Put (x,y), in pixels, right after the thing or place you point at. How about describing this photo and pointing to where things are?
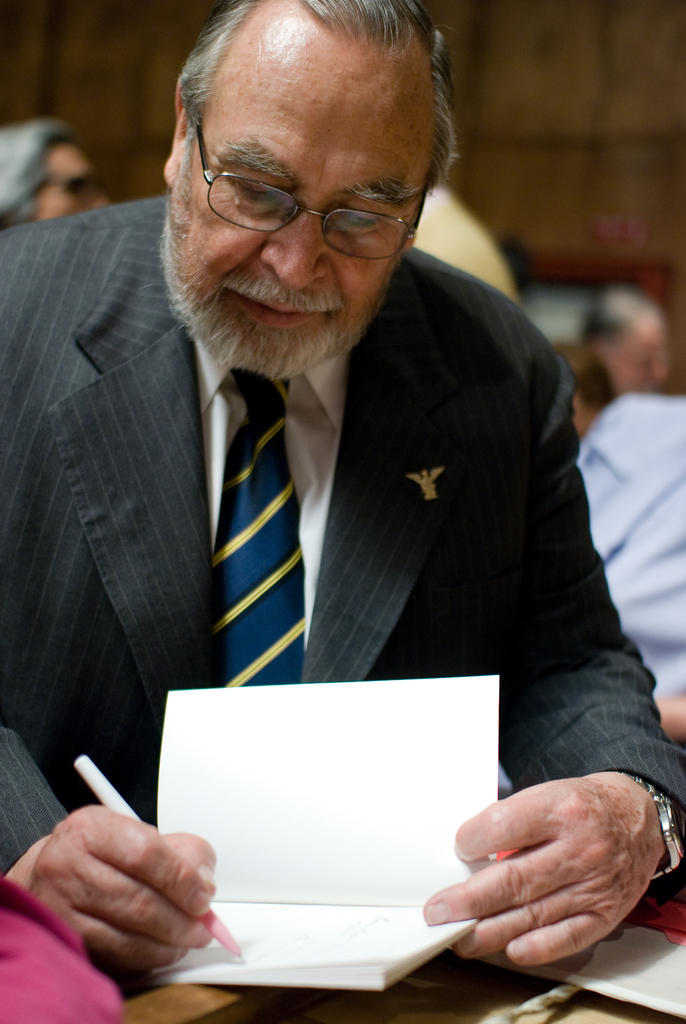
In this picture we can see a person (35,322), he is wearing a tie (242,427), spectacles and holding a pen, here we can see a book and some objects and in the background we can see a group of people (665,546), wall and an object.
